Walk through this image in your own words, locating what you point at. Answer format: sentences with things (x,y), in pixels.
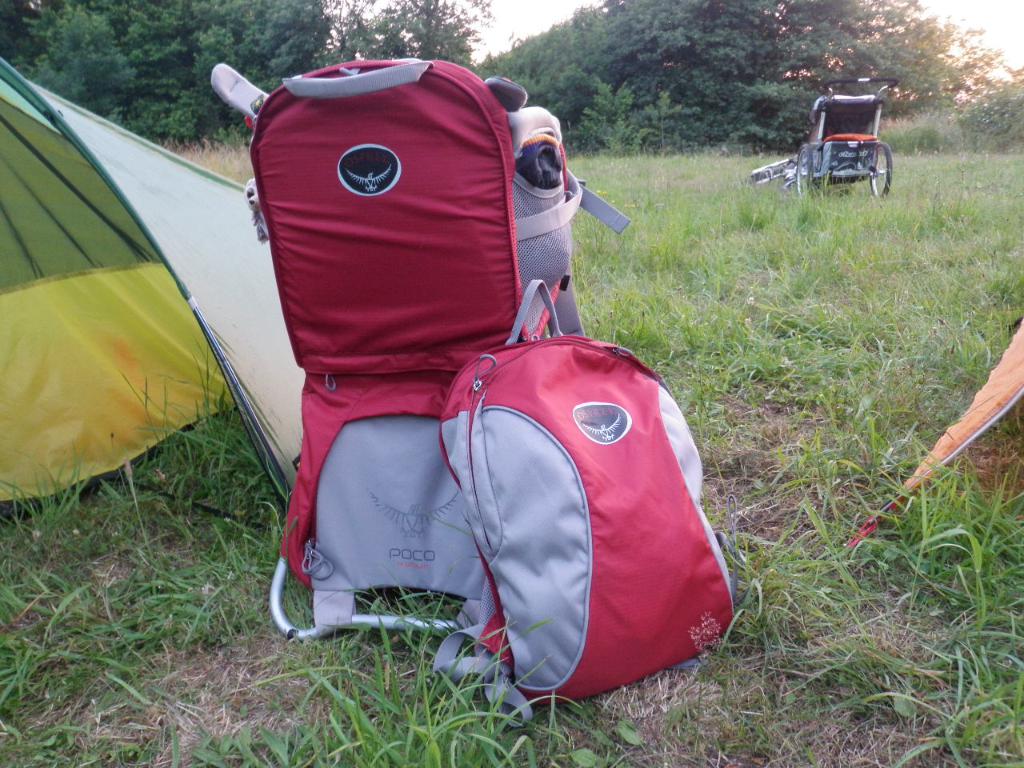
In the picture we can see a grass (680,338), trees (781,143), sky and some bags (630,353) on the ground (767,306) and we can also see the stroller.
